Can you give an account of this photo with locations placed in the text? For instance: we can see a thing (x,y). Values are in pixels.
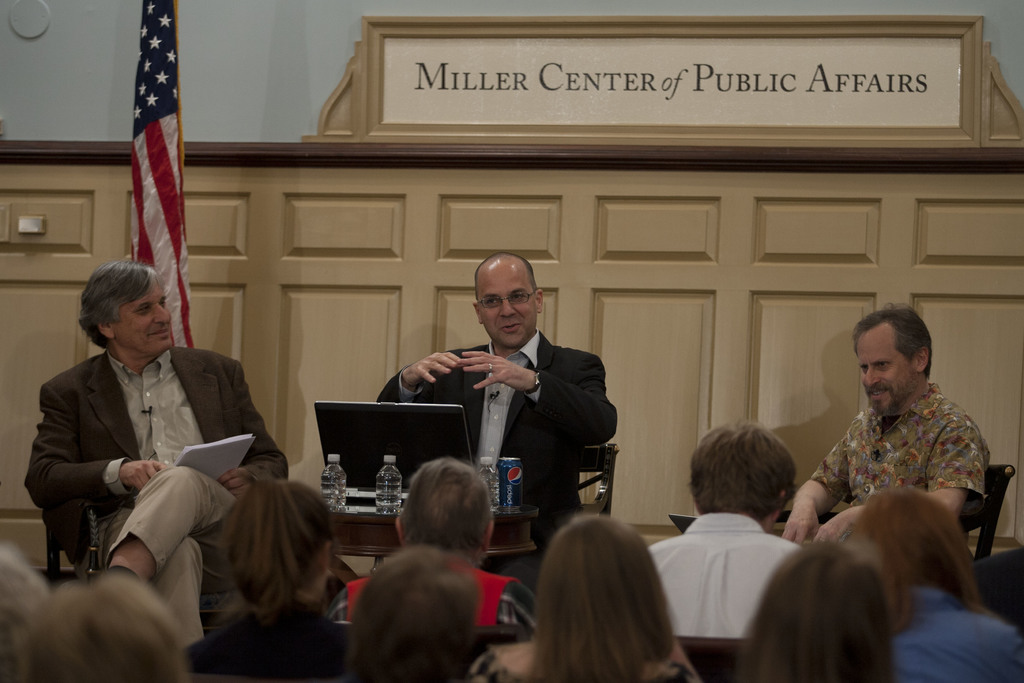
In the image in the center (570,358) we can see three persons (831,472) were sitting on the chair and they were smiling, which we can see on their faces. In front of them, there is a table (523,527). On table (517,518), we can see can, water bottles (379,485) and laptop (397,457). In the bottom of the image (320,554) we can see few people (463,626) were sitting. In the background (332,90) there is a wall (239,78), wood (919,31) and flag (133,214).
